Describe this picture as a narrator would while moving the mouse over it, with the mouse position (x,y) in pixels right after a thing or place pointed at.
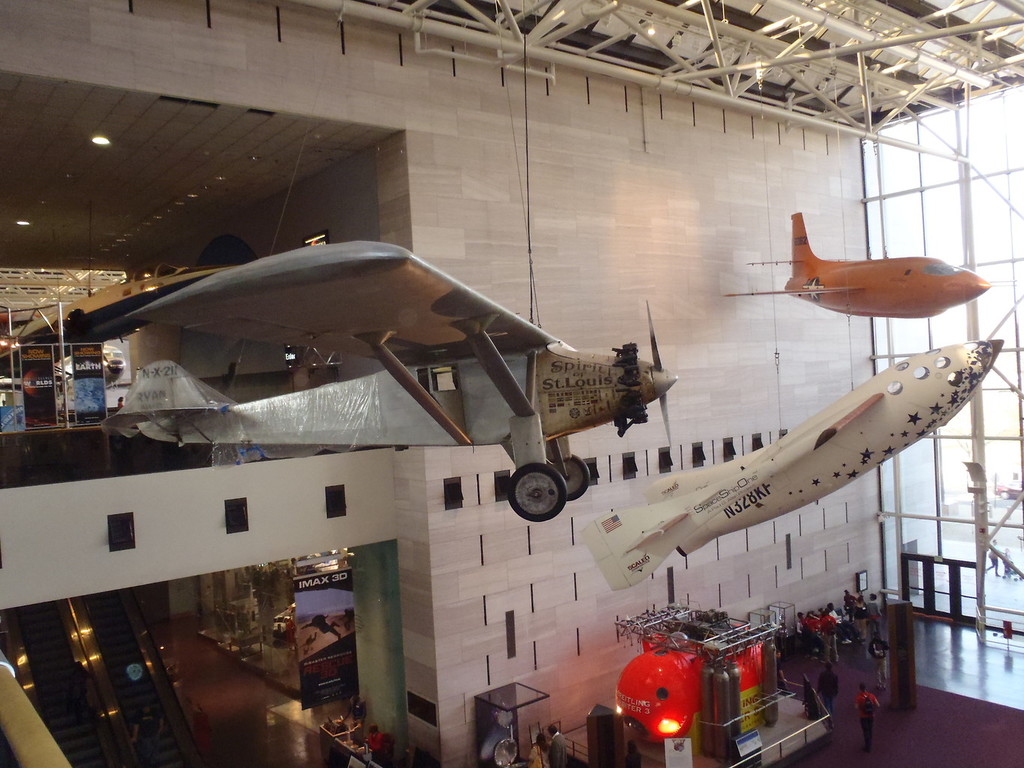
In this image, I can see the aircrafts (817,280) hanging to the iron rods (559,11). At the bottom of the image (163,712), I can see the escalators (103,652), few people (148,717) standing, banner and a machine (745,707) with cylinders (714,701). On the right side of the image (1010,541), I can see the windows (971,536) and doors (948,578). In the background (582,282), there is a wall (666,571). On the left side of the image (55,416), there are boards (80,372).
